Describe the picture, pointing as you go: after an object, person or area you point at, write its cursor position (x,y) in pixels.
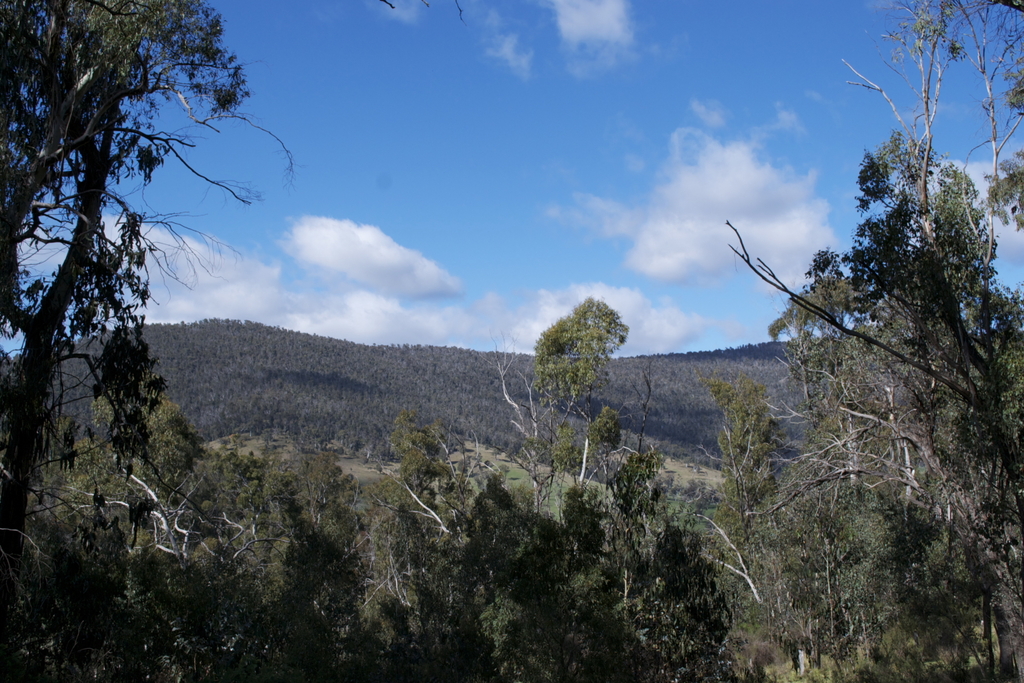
This image is taken outdoors. At the top of the image (454,193) there is a sky (612,236) with clouds (777,241). At the bottom of the image (233,527) there are many trees (47,86). In the background (473,420) there is a hill (335,389) with a few trees (249,390) and plants (450,378).
